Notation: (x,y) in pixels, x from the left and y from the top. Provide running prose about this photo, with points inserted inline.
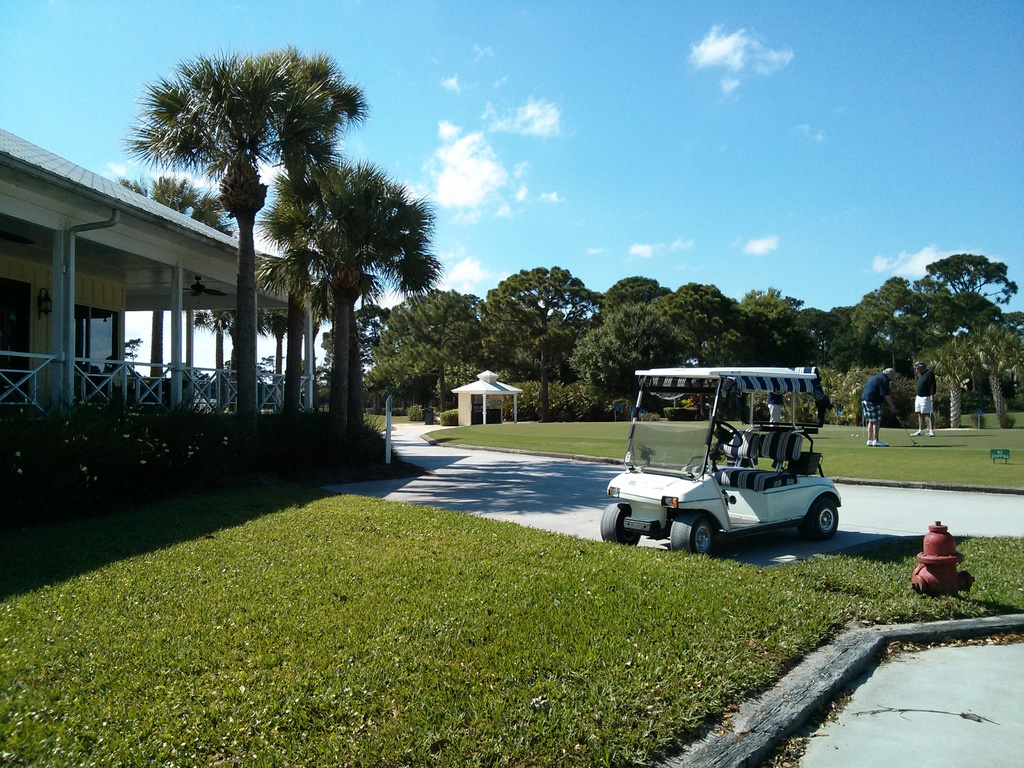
In this image I can see the vehicle (670,513) and the fire hydrant (931,580). To the side of these I can see the house (69,327). To the right (865,396) there are two people (874,407) standing on the ground (891,462). In the background (604,339) there are many trees (628,312), clouds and the sky (614,216).
